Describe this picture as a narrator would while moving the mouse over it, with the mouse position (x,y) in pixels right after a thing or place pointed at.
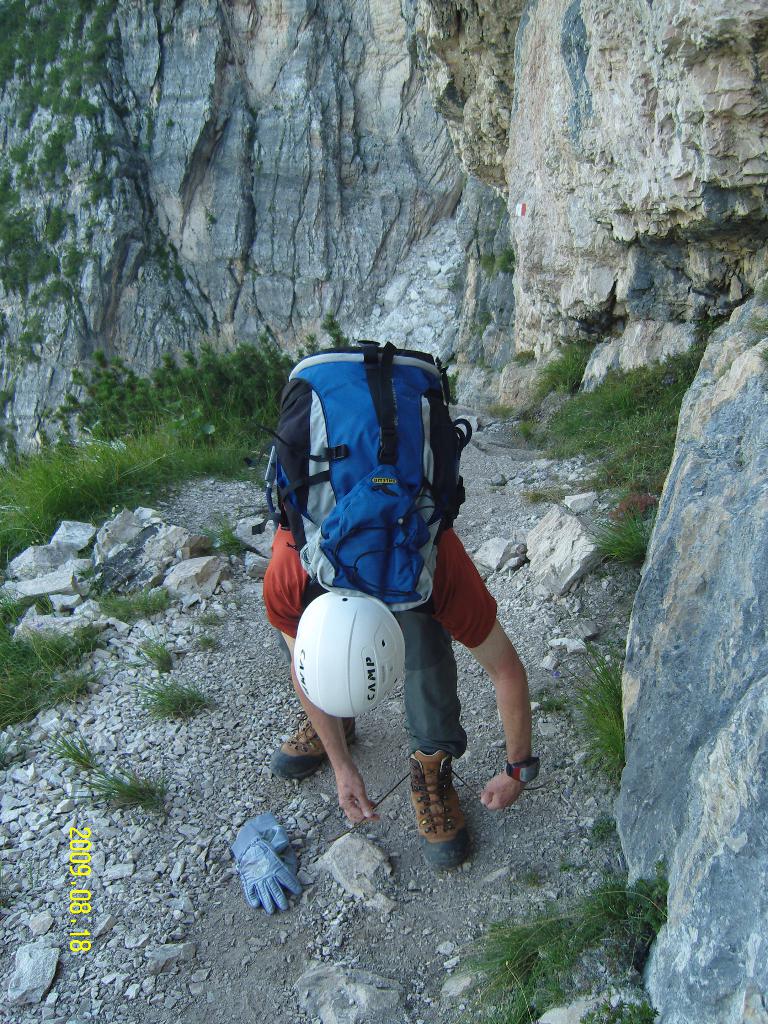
This picture shows a person (435,721) tying a shoelace (440,797) and wears a backpack (391,447) in the background (403,251) we can see plants (117,443) and rocks (385,225).
